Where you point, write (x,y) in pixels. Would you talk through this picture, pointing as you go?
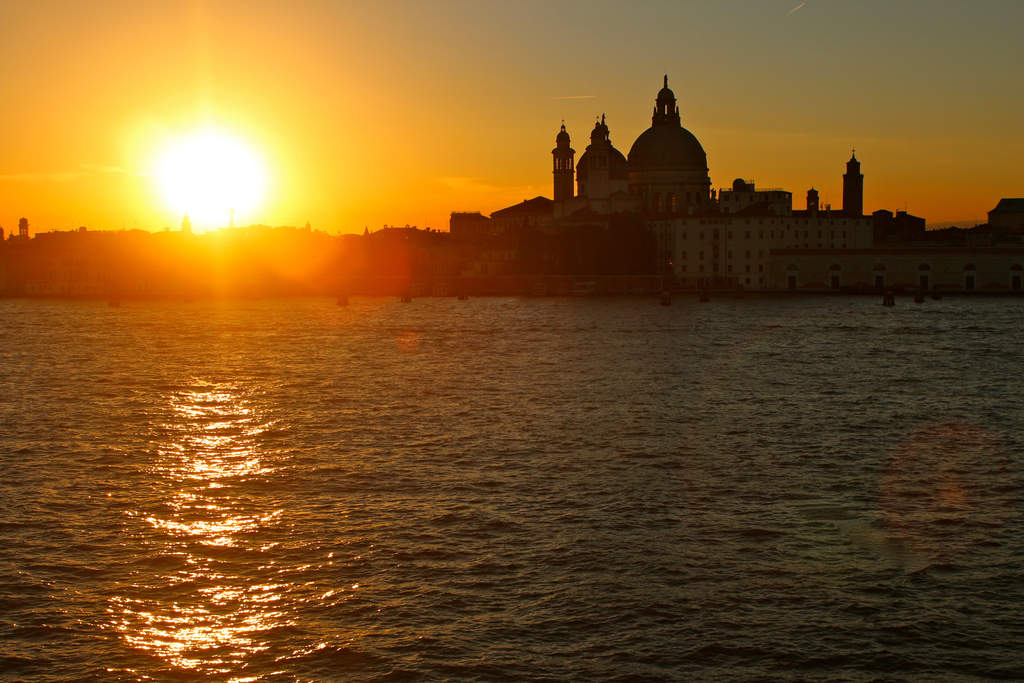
In this image we can see there is a river (538,525). At the center of the image (477,260) there are buildings (817,245). In the background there is a sun (212,134) rising.
